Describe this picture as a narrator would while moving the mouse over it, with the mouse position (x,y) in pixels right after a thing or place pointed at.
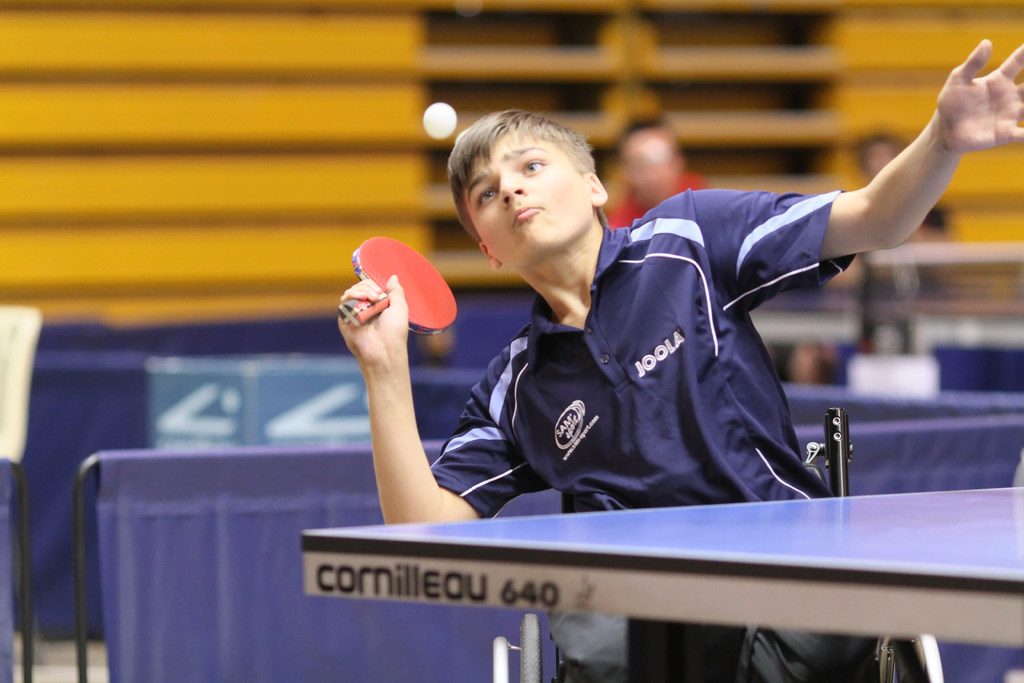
There is a boy (593,336), holding a table tennis bat (369,309) in his hand (390,322), hitting the ball (437,121), in front of a table (720,535), tennis table (936,529).
